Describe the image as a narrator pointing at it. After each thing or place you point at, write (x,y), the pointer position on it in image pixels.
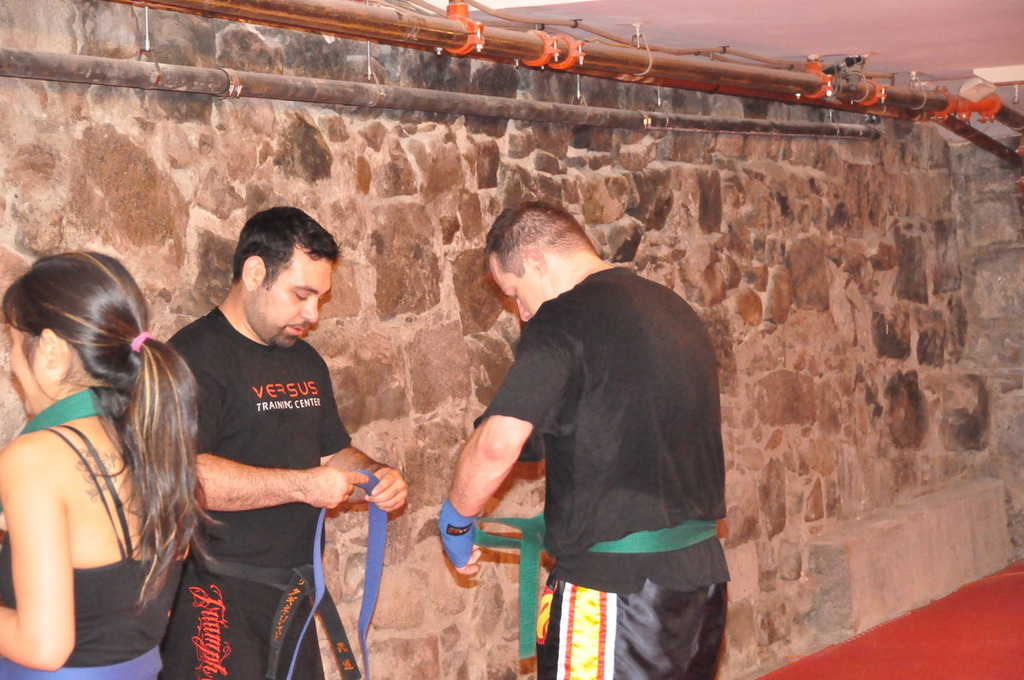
In this image there are three persons (48,493) who are standing and they are wearing something and in the background (774,463) there is a wall (787,375). At the top (762,39) there are some iron rods (409,97) and ceiling (805,22), and at the bottom (901,644) there is a walkway (906,645).
